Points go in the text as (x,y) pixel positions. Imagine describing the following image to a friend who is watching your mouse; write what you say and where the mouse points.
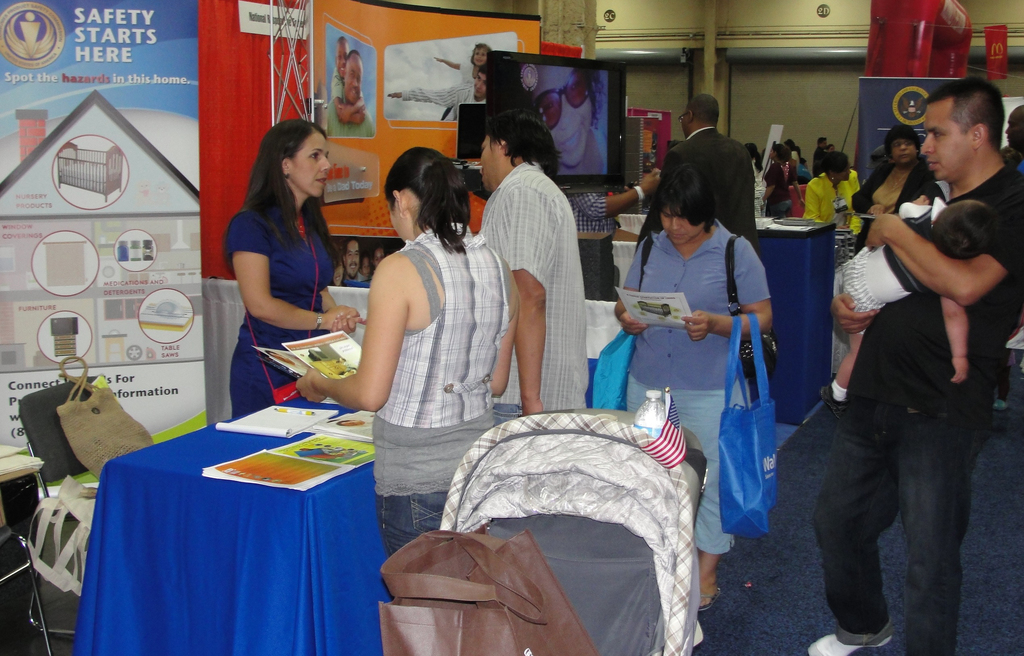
In this image we can see some people (481,240) standing. And we can see the chairs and tables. And we can see the screen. And we can see some poster boards (392,86). And we can see the baby trolley (616,509). And in the background (881,160), we can see some people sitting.
